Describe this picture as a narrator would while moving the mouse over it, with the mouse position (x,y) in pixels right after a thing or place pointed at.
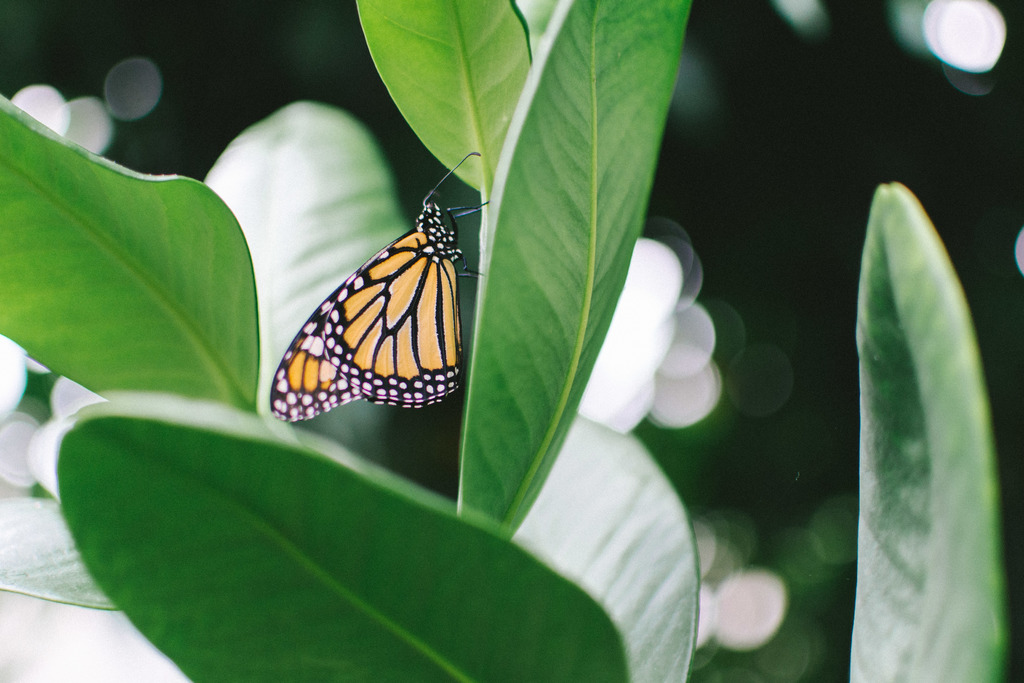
In this picture we can see a butterfly (358,289) on a leaf (609,235) and in the background (167,121) it is blurry.
